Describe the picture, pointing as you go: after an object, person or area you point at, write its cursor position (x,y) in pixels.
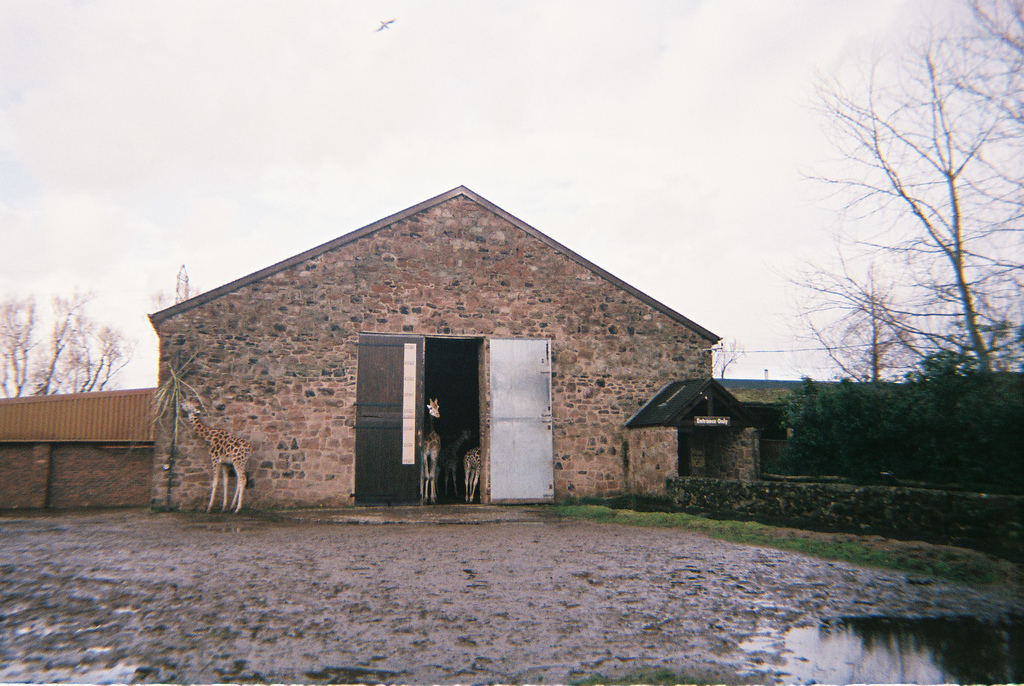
Here we can see a shed (591,471), giraffes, wall (55,468), grass (963,572), and trees (893,416). In the background (128,268) there is sky (514,120). Here we can see water (1006,637).
